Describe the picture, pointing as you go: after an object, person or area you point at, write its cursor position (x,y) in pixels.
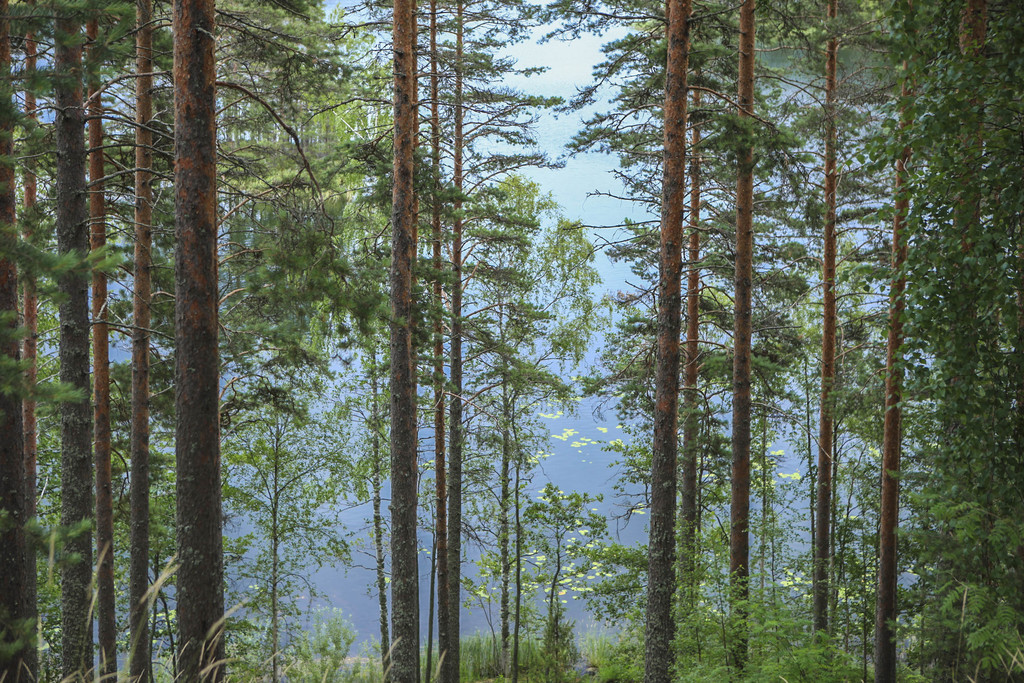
In the picture we can see a long branch trees (689,551) and some plants (978,531) besides it.
